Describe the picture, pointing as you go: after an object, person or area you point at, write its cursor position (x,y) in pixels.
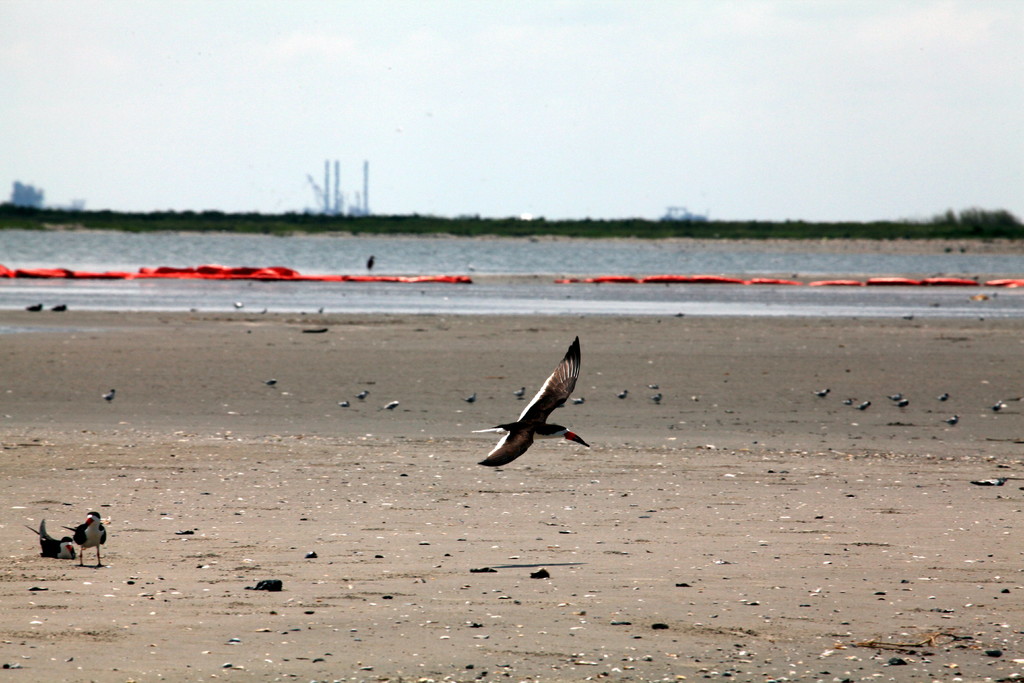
In this picture there is a flying bird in the center of the image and there are birds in the center of the image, on a muddy area (465,437) and there are trees (384,225), poles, and water (168,245) in the background area of the image (294,252).
